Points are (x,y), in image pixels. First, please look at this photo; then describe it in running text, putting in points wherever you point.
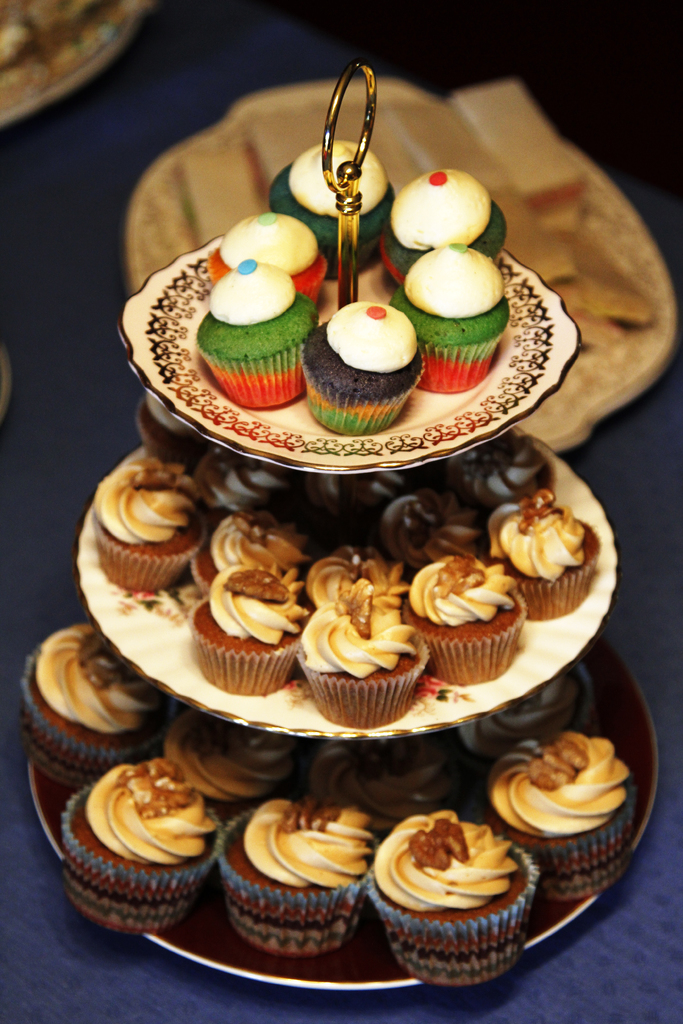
This picture shows few muffins (336,704) on the cake stand (315,457) on the table (1,154).
